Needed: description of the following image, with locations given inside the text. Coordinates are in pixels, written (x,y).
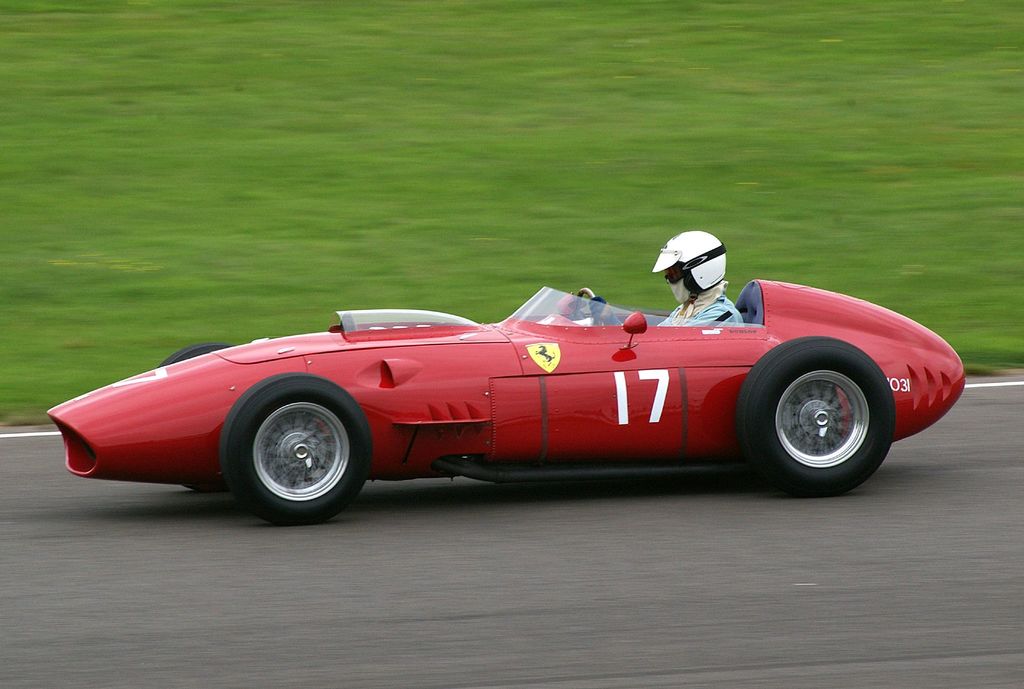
In the center of the image (627,364) there is a person (668,321) riding a car (488,409) on the road (495,596). In the background (111,232) there is grass (748,169).
